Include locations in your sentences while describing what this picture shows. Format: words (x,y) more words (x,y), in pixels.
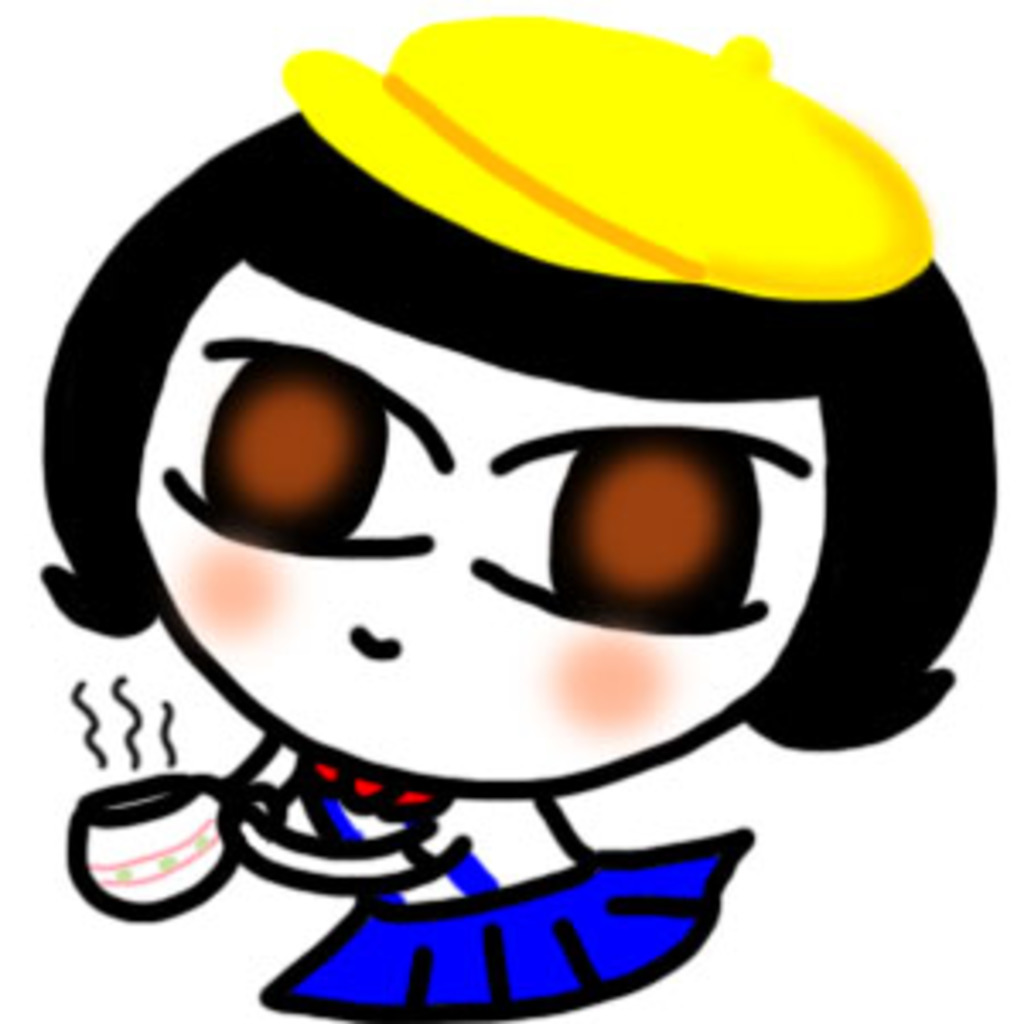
In this image I can see a cartoon girl (602,289) holding a cup (172,789). She is wearing blue dress (400,903), yellow cap (713,157).
